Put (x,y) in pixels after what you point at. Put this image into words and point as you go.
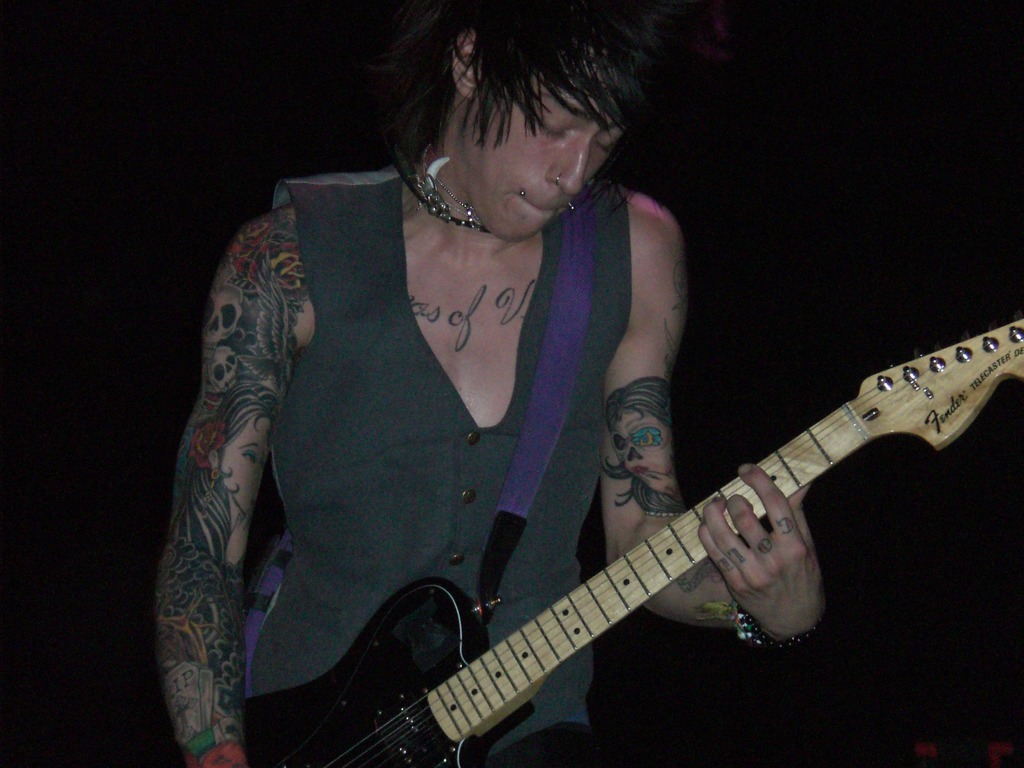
A man (480,144) is playing a guitar (684,558).
